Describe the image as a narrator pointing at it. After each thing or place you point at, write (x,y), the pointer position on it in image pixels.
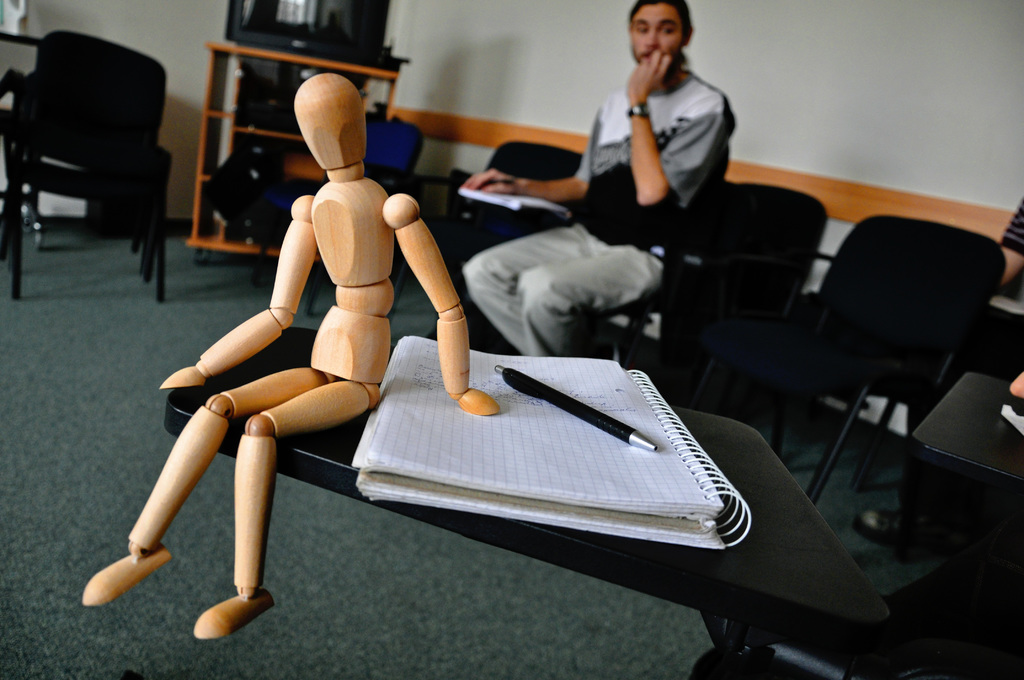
There is a guy (634,259) sat on chair (641,325) and in front (768,565) there is a chair (610,550) on which there is a pen (553,398), book (521,466) and a wooden toy (336,334). In background (260,123) there is a rack (214,131) and beside it there is a chair (112,154) and the floor (106,360) has carpet (71,388).
